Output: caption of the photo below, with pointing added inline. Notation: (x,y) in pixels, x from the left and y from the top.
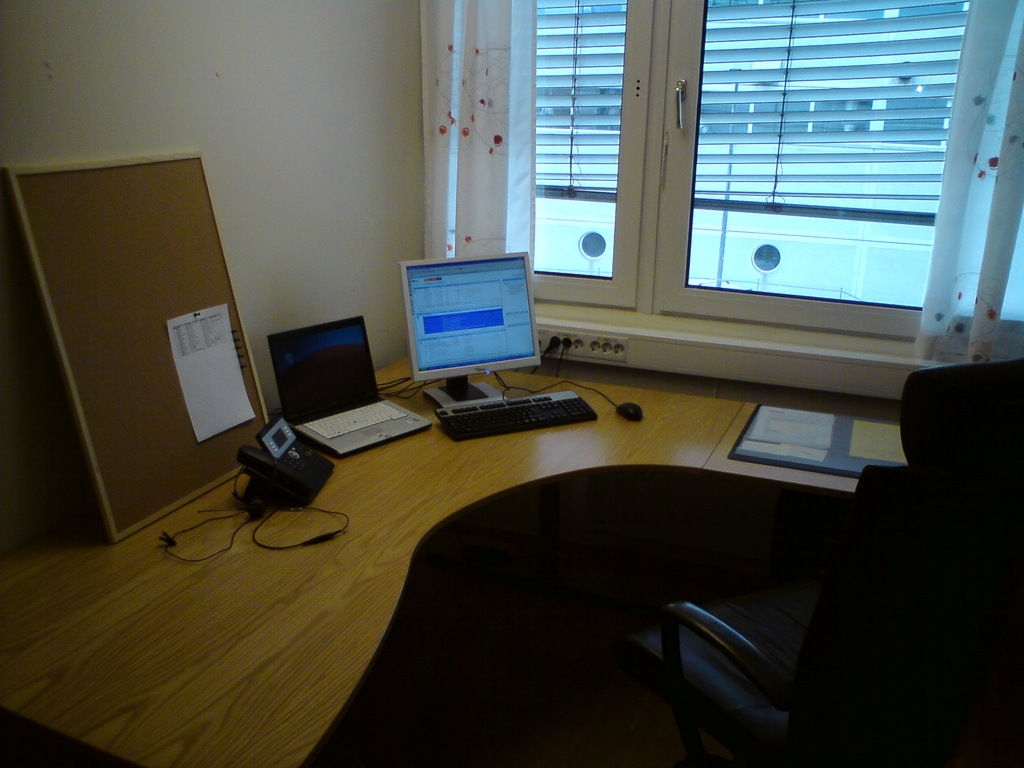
This is the picture of a room (754,566). On the right side of the image (930,566) there is a chair (905,703). At the back (153,497) there is a computer (481,261), laptop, keyboard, mouse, telephone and board (156,483) and there are papers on the table (501,449) and there is a paper (210,317) on the board (230,291). There is a switch board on the wall (404,148) and there is a window (838,114) and there are curtains (955,149) and there is a window blind (543,187) behind the window (805,110) and there is a building (857,125).
